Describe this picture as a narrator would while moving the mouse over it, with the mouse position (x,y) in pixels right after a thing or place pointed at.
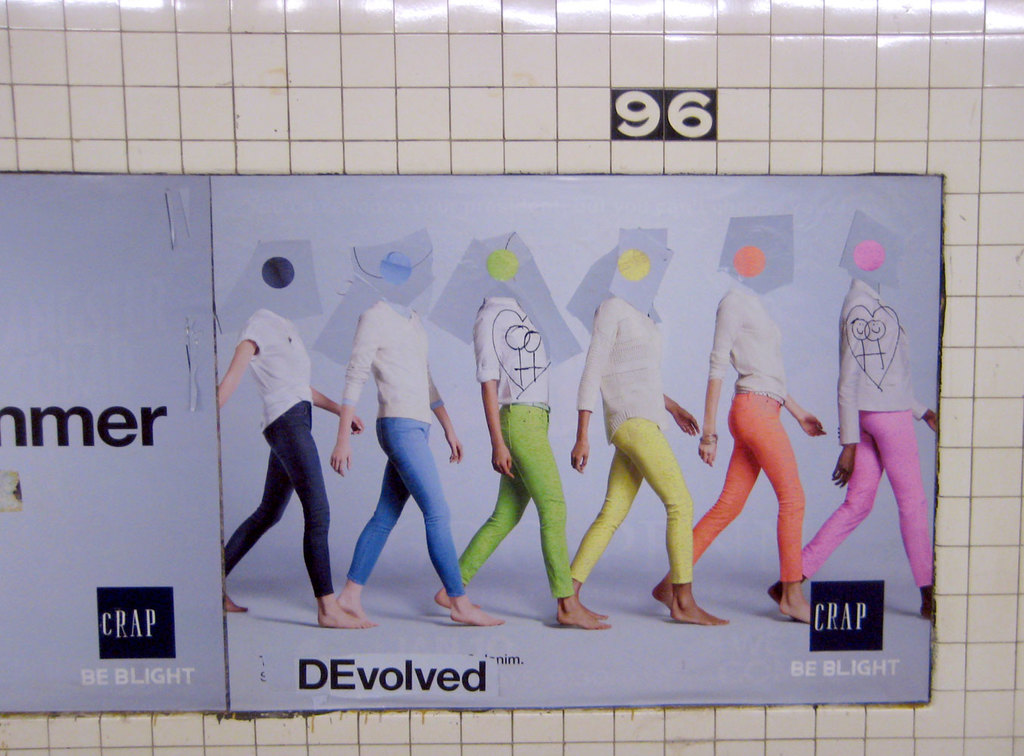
In this image in the center (509,390) there are posters (511,398) on the wall (282,118), and there are some text (63,443) written on the posters (509,566) and the wall (446,88) is white in colour.
